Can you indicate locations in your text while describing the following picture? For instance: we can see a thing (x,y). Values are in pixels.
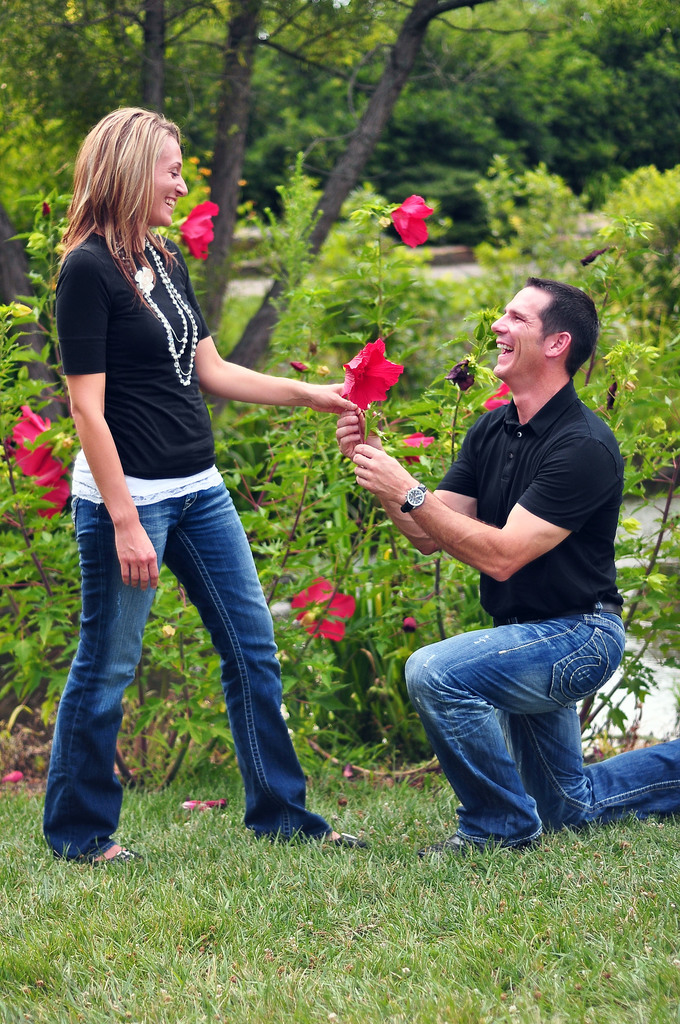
In this image we can see a man (569,344) and a woman (143,465) wearing black shirt (161,440) and blue jeans (521,667) holding a red color flower (360,403) and grass (339,926) on the ground (378,879) and some trees (330,128) and plants (388,288) in the background (406,301).
